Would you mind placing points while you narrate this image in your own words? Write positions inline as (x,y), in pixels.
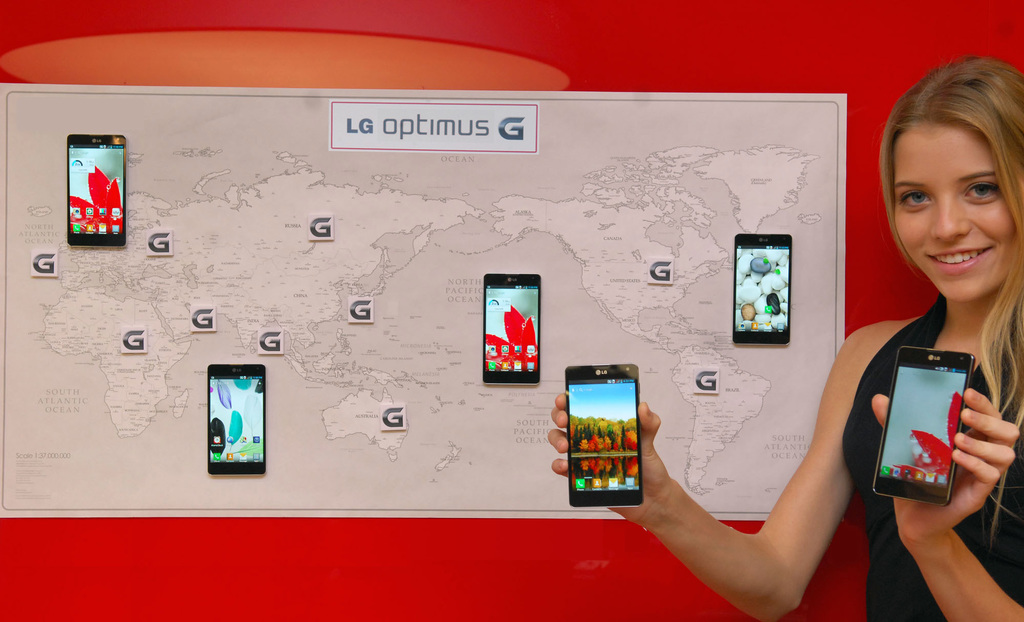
In this image we can see a woman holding the mobile phones (601,503). On the backside (244,430) we can see the pictures (251,446) of mobile phone (248,415), a map (290,412) and some text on a paper (445,206) which is pasted on the wall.
